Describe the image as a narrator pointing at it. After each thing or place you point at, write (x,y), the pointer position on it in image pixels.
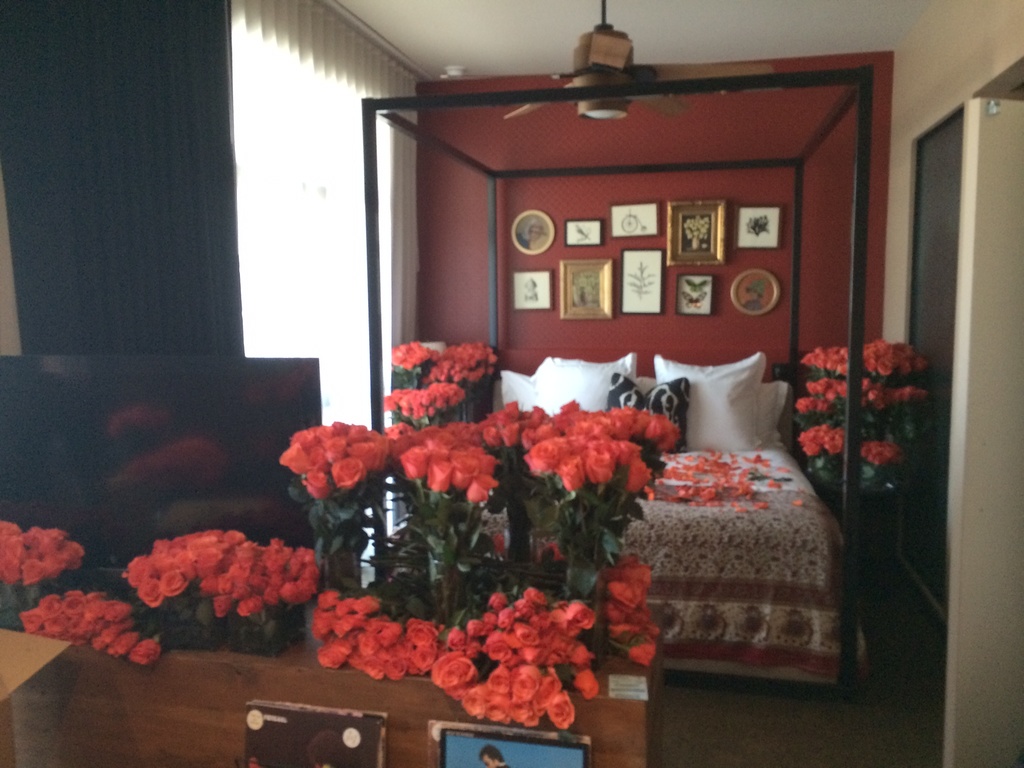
This image is taken indoors. At the bottom of the image (180,701) there is a table (212,685) with many rose flowers (335,503) and bouquets (487,431) on it. In the middle of the image (374,383) there is a bed (681,529) with a blanket (688,540), a bed sheet (728,565) and pillows (741,434) on it. On the right side of the image (925,389) there are a few bouquets (893,351). In the background (338,276) there is a wall (999,212) with curtains (226,140), a window (314,230), a door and picture frames (581,287) on it. At the top of the image (592,29) there is a ceiling (713,57) with a fan (587,73).
